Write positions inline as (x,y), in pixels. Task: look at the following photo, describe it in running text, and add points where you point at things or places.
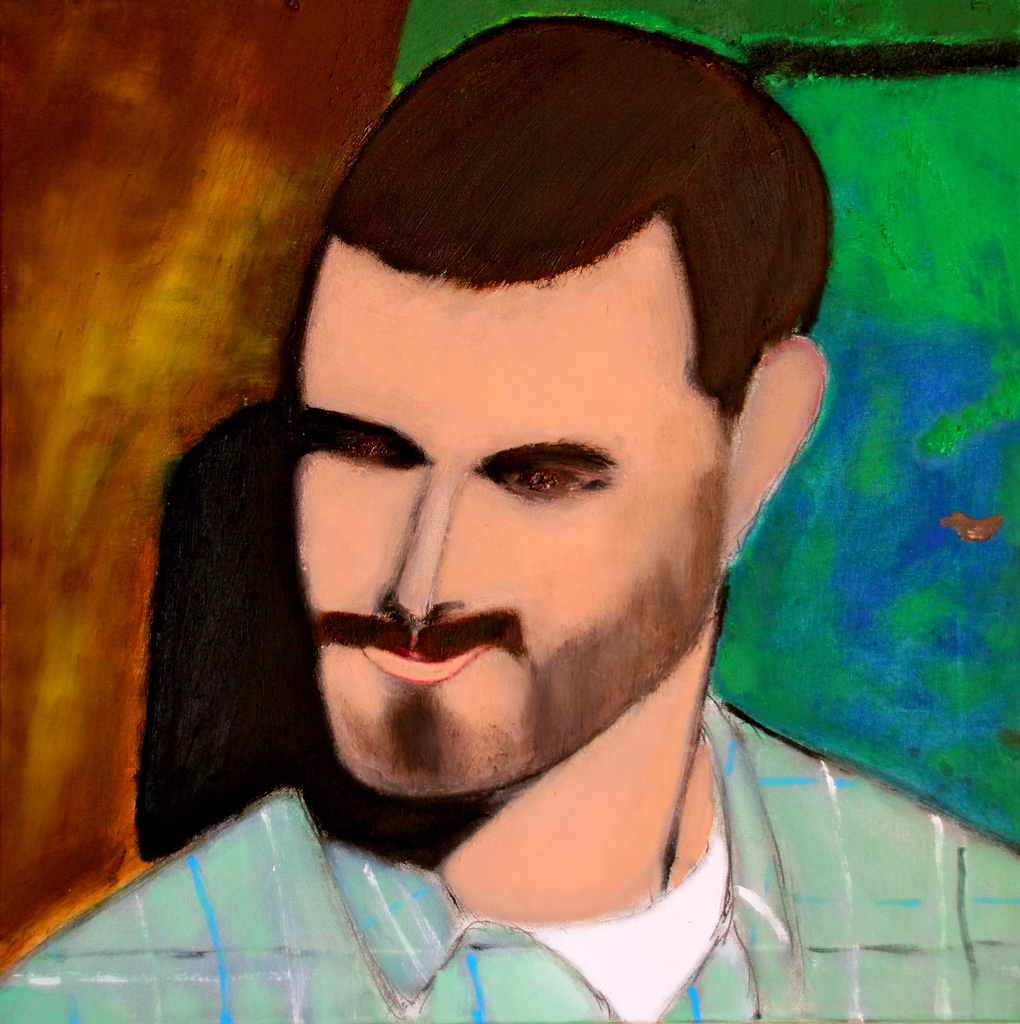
In this picture we can see the painting (346,742) of a man (436,742). Behind the man (371,605), there is the colorful background (20,383).
